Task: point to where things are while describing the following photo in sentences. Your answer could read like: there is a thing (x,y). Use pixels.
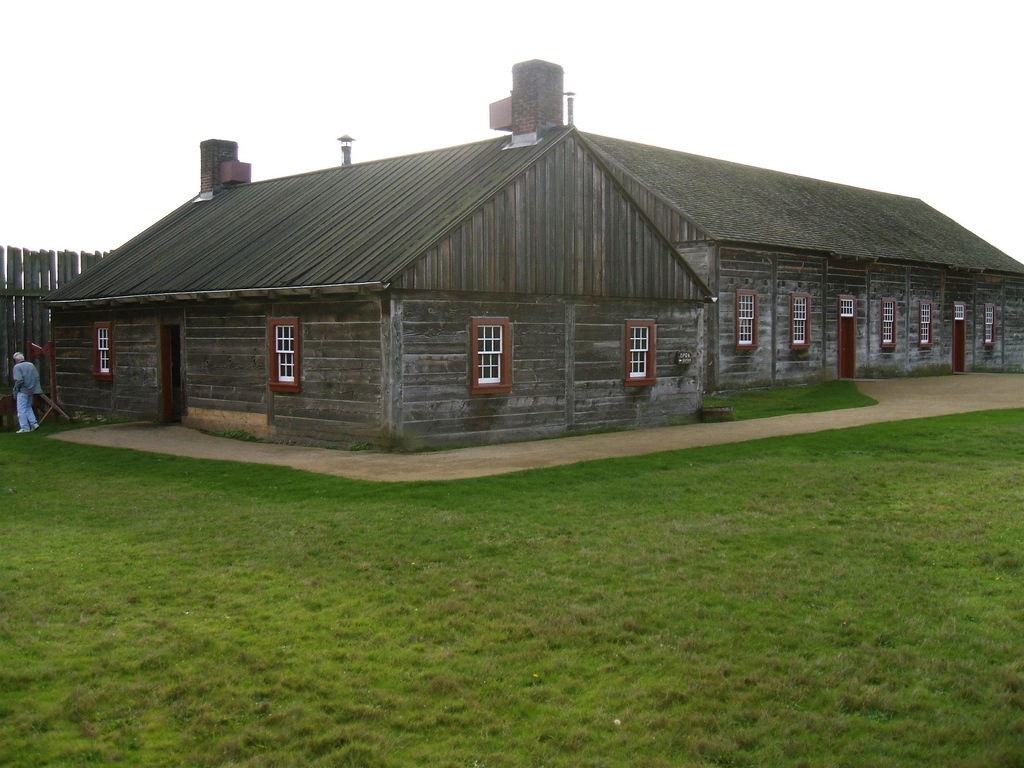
In this image we can see a house (673,177) with doors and windows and there is a man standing on the left side of the image (22,379) and we can see the grass (289,631) on the ground (805,515) and at the top (479,58) we can see the sky (920,33).
